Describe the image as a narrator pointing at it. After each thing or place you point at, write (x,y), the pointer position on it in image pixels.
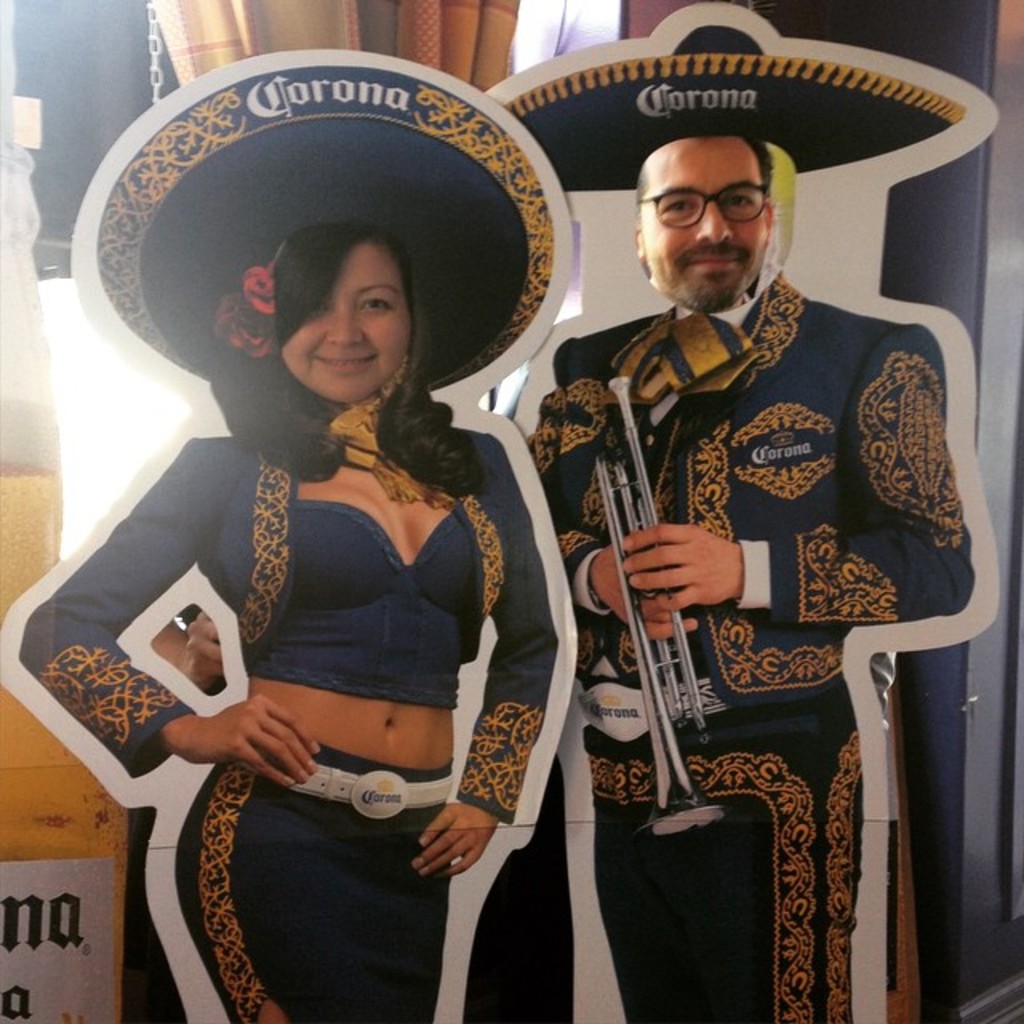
In this picture we can see cardboard poster (360,647), behind that we can see original faces (667,237). On the back (305,19) we can see window (140,429), cloth (181,51) and other objects (39,165). On the bottom left corner (70,934) there is a wooden box (61,889).
